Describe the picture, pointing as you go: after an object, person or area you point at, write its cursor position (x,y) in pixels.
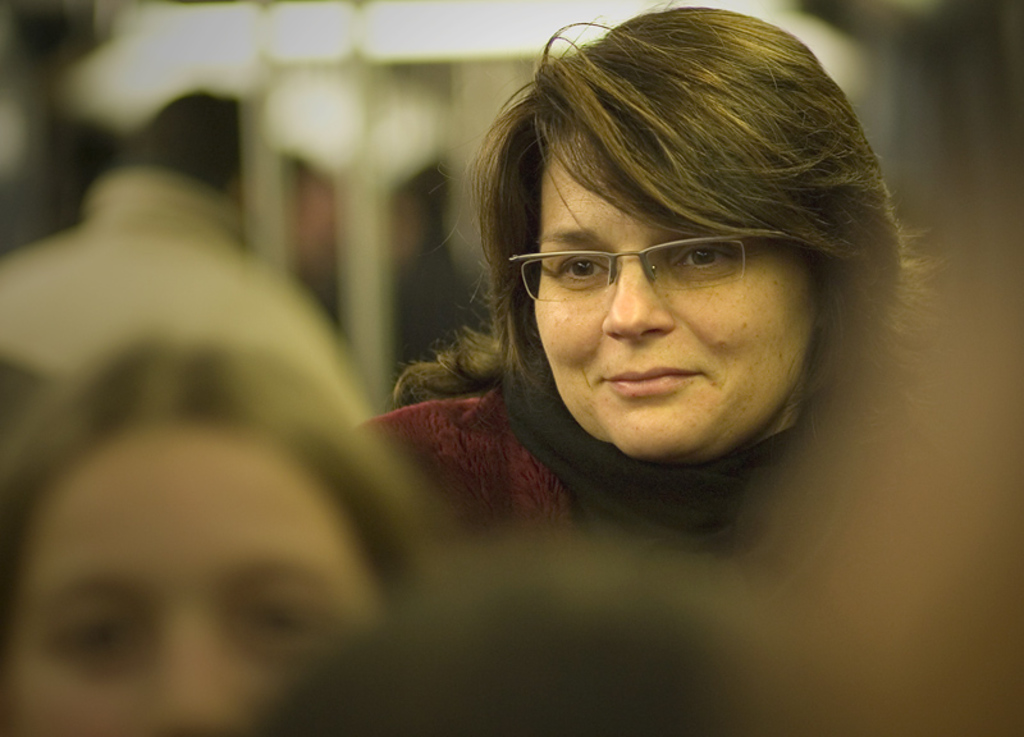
In this image I can see a person (535,157) wearing maroon color dress (491,454) and wearing a spectacles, in front (133,508) I can see the other person (225,482) standing and I can see blurred background (434,200).
